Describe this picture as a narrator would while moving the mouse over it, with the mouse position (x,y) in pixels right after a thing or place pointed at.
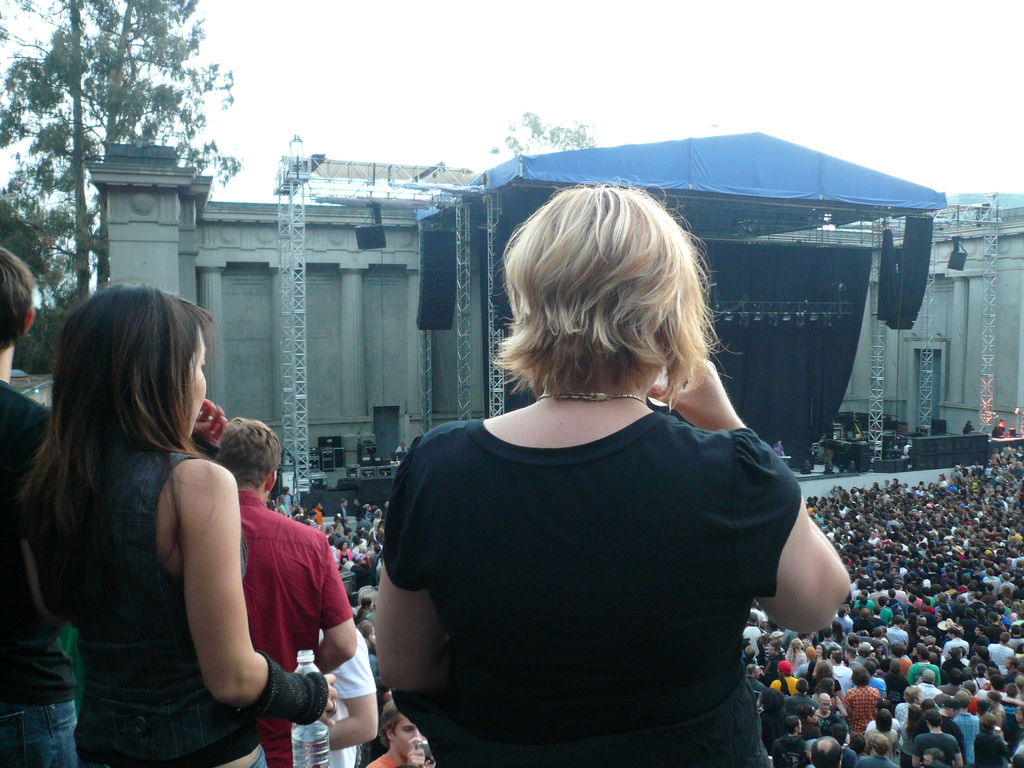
This image is taken outdoors. On the left side of the image (157,320) there is a tree (72,266) and a few people (187,522) are standing on the floor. In the middle of the image (635,279) a woman (608,368) is standing on the floor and holding a camera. At the top of the image (444,81) there is a sky (932,88). In the background (974,273) there is a building (329,382) and there is a stage (829,361) with a roof (747,174) and iron bars (287,210), and there are many people (1023,741) standing on the ground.
